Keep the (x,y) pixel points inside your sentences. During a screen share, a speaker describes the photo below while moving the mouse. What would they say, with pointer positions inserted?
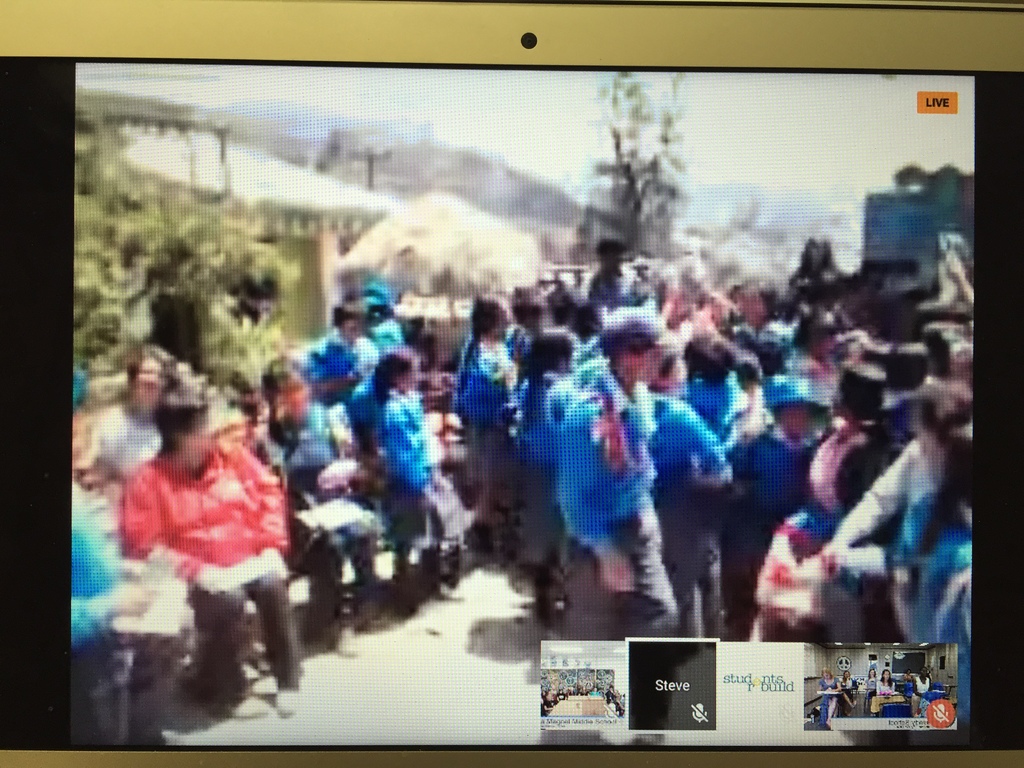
In this picture I can see the people (352,467) sitting on the chair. I can see a few people (691,416) standing. I can see trees (168,242) on the left side (234,289).
